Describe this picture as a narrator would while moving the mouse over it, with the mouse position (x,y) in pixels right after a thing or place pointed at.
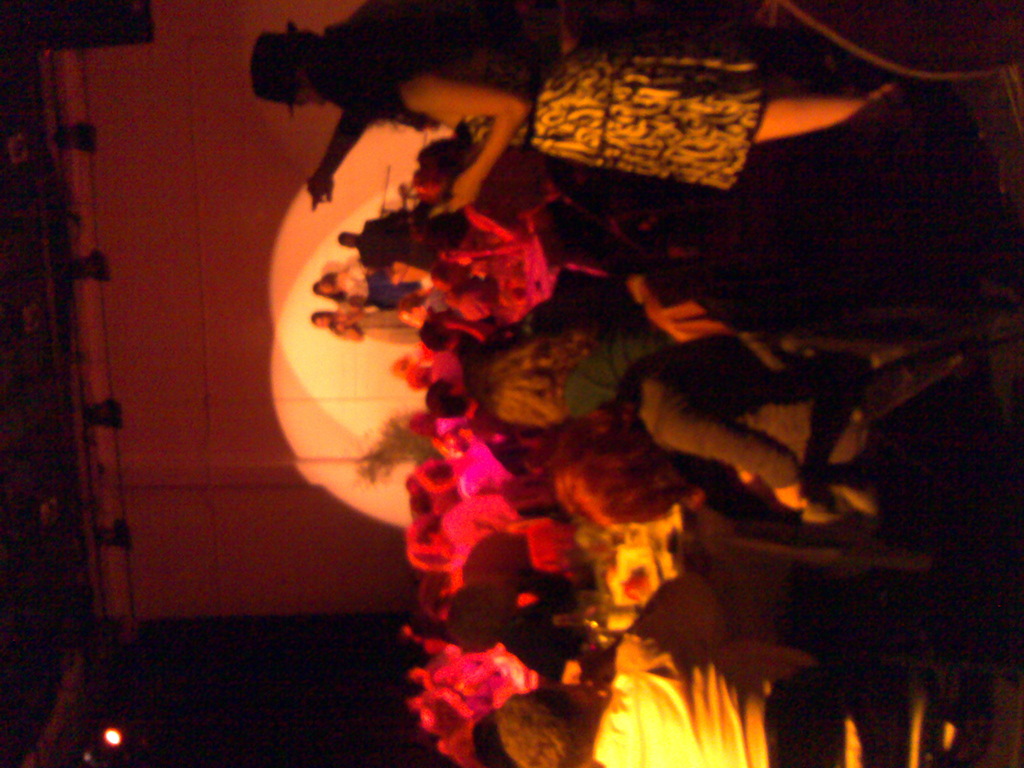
In this image there are group of persons (439,225) standing, there are group of persons (684,391) sitting, there is a table (628,614), there are objects (603,612) on the table (603,612), there is the wall (318,436), there are lights (301,414), there is an object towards the top of the image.
